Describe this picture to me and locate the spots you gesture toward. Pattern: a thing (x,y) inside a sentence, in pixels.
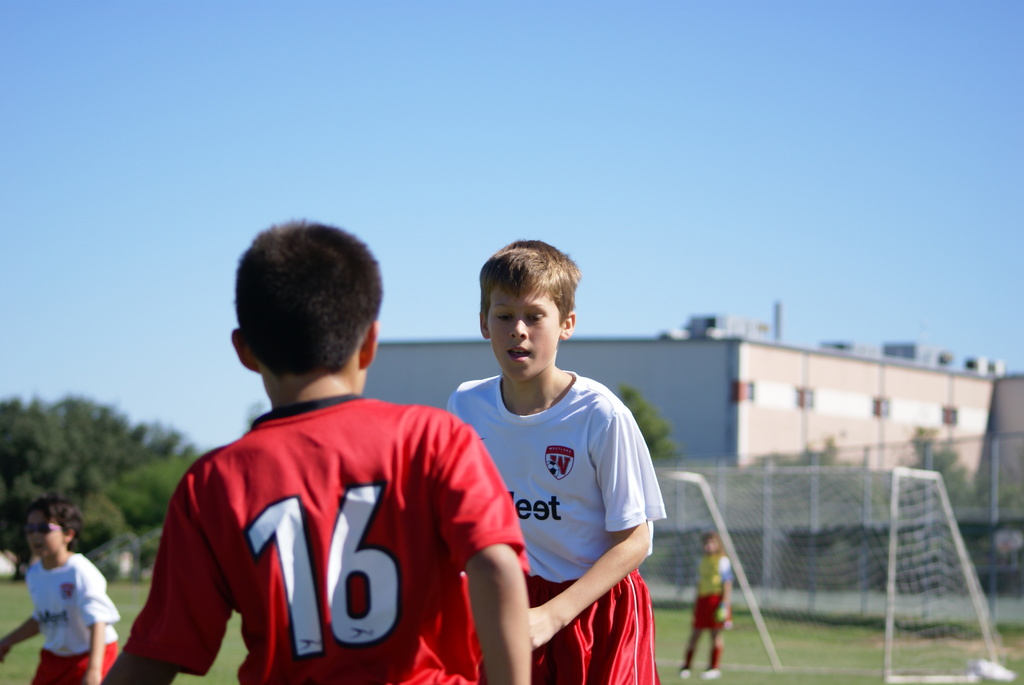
This image looks like a four people (615,459) playing in a ground (923,659) after that i can see a building (684,404) few trees (132,507), green grass (803,660) and a foot ball net (807,558).
